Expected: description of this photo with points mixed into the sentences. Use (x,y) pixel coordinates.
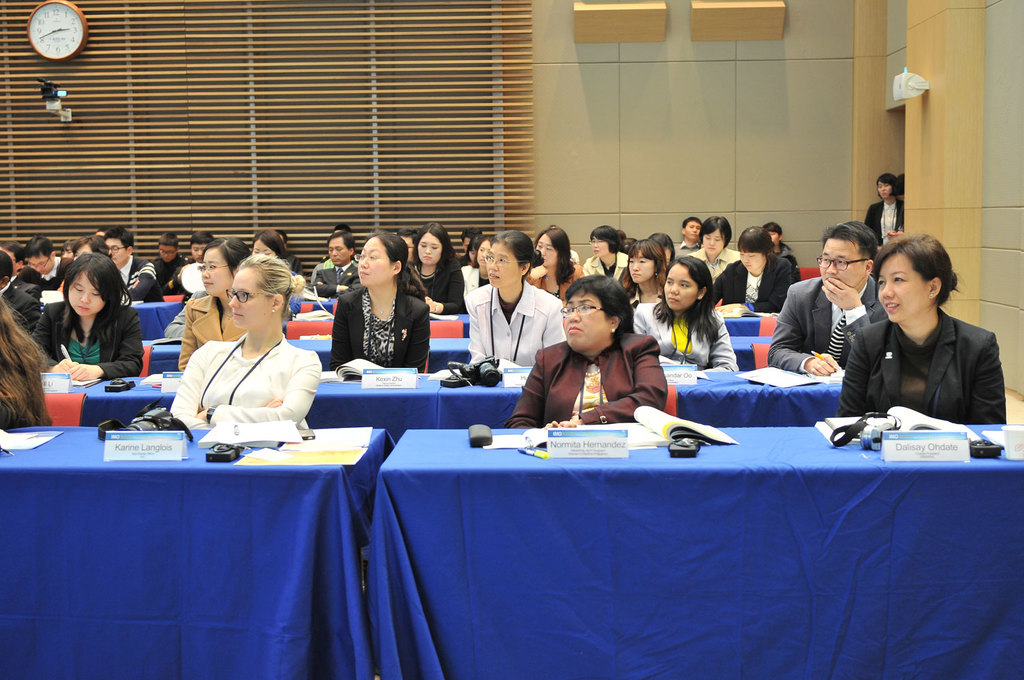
As we can see in the image there a wall (690,133), many people (814,301) sitting on chairs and there are table (283,495). On tables (290,467) there are papers (328,446), books (648,428), mouse (488,431) and camera (859,438).
